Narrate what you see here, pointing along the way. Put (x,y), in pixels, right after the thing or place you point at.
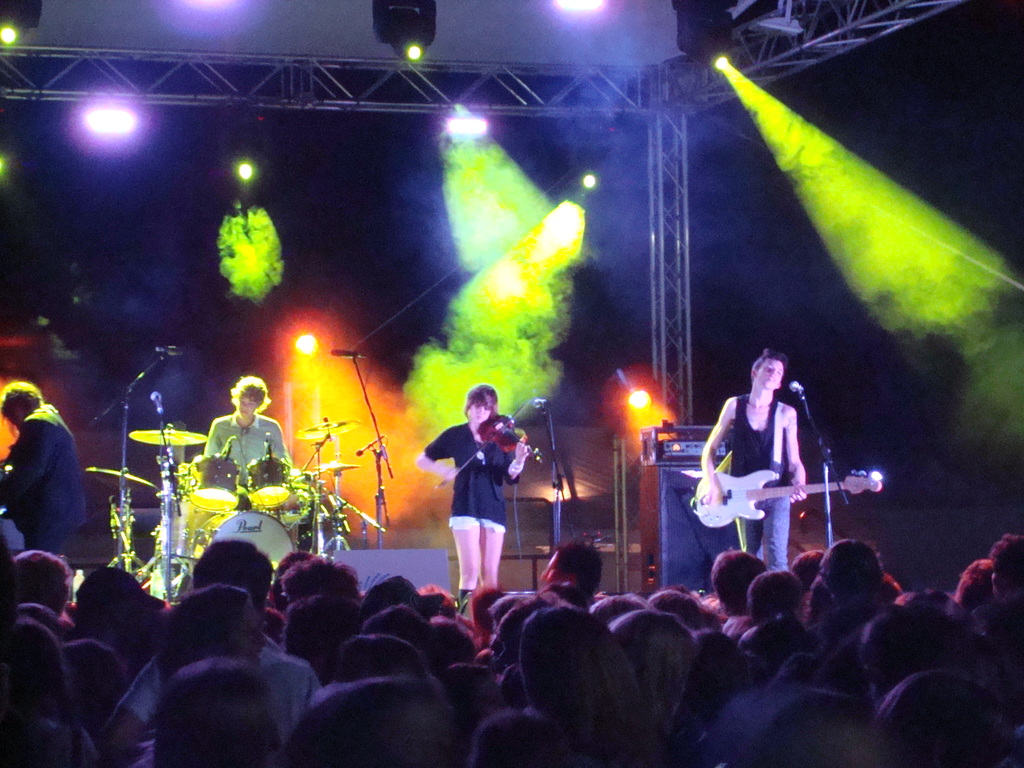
In this image i can see a group of people (415,655) and few people (513,466) standing and holding musical instruments (505,445) in their hands (525,445). I can see microphone (544,402) in front of them. In the background (661,298) i can see metal rods (660,199) and few lights (401,32).
